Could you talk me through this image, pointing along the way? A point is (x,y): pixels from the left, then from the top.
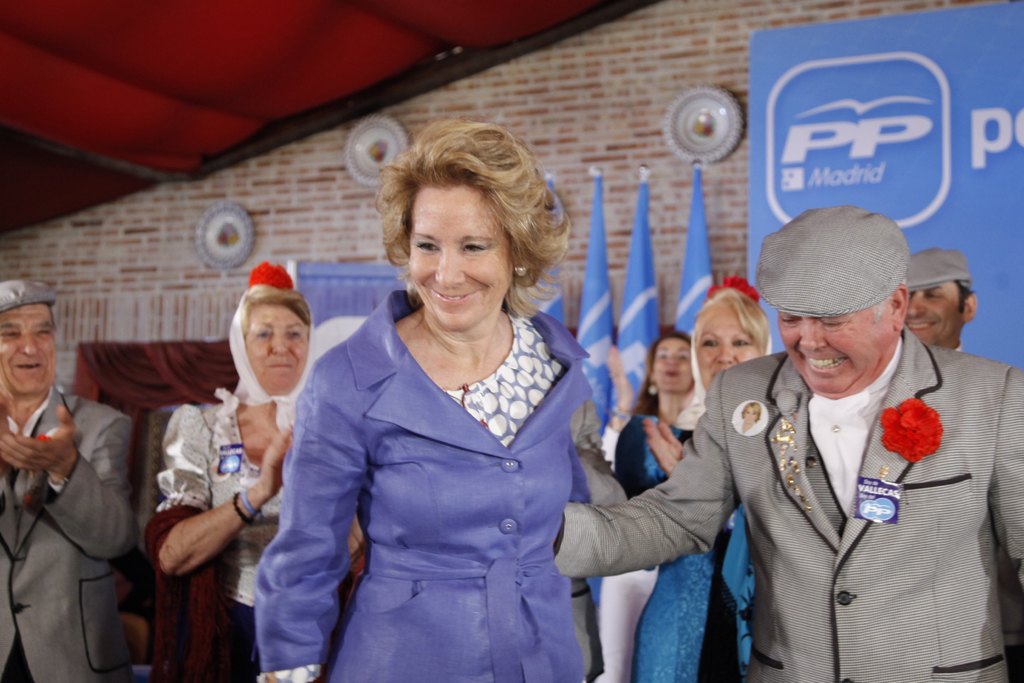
In this image I can see number of people (354,521) are standing. I can see smile on few faces (796,350) and in the background (641,385) I can see a blue colour board (988,250), few blue colored flags (599,234) and few things (372,164) on this wall (150,294). I can also see something is written over there and here I can see few of them are wearing caps (41,299).
